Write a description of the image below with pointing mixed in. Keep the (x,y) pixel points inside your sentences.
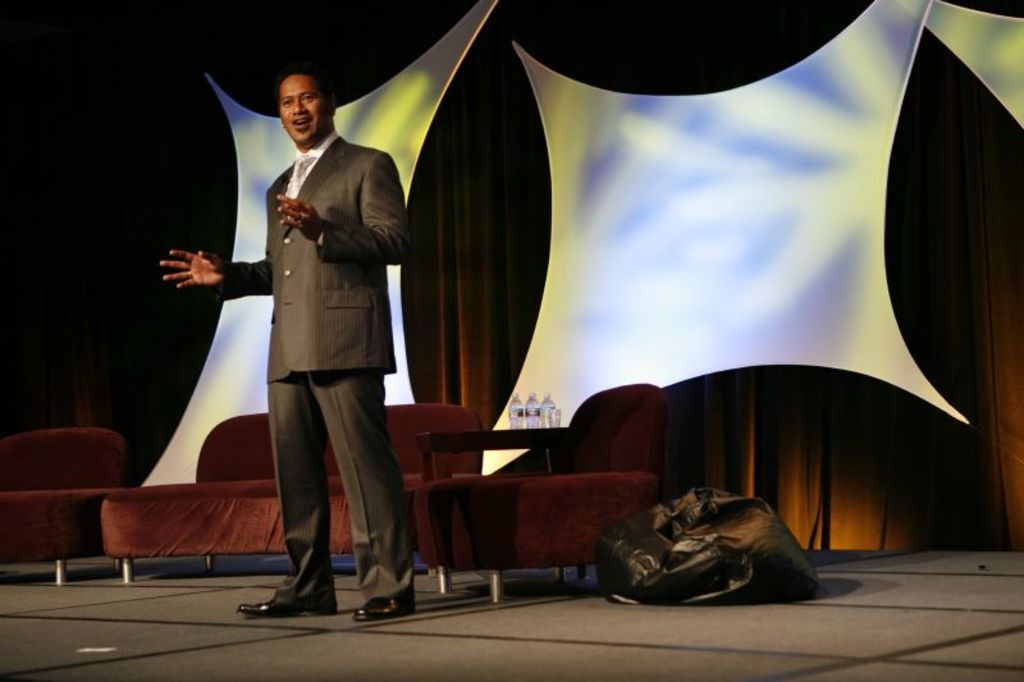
There is a man (303,85) standing in the foreground area of the image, there are sofas (601,421), bottles (541,420), it seems like a stage wall (663,209) in the background (700,248).
